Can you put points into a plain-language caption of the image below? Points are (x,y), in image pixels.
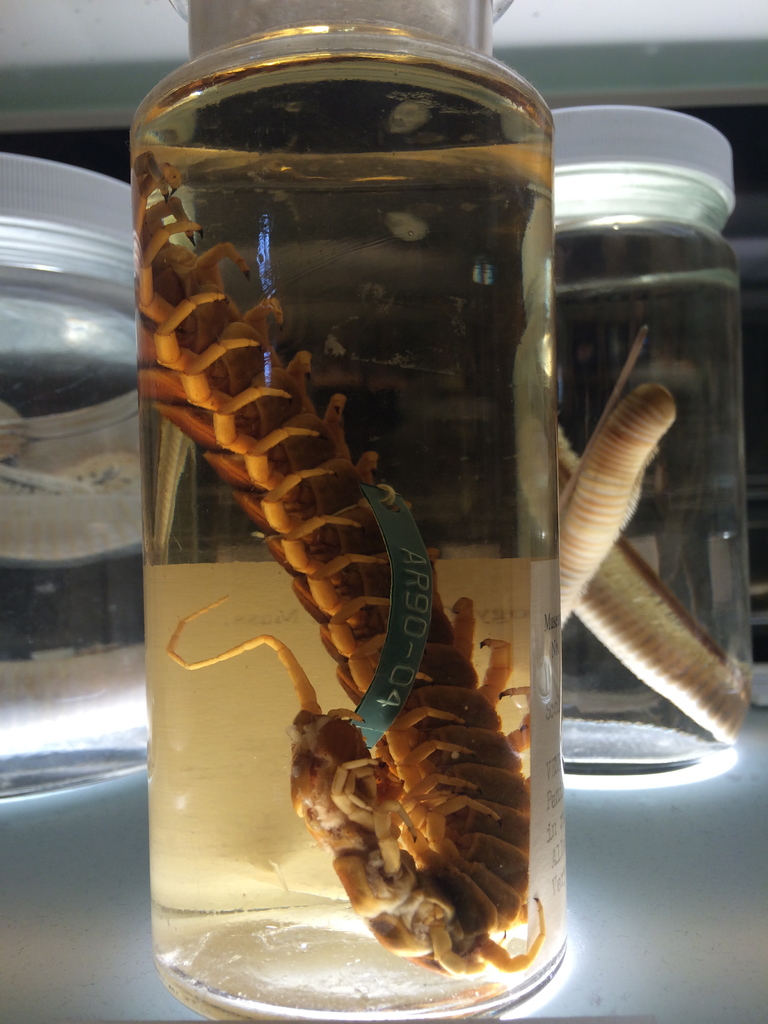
The picture consists of three glass jars (582,644) in which middle glass jar (235,557) there is one centipede (396,735) in the water (249,574) and behind that there is another worm (628,462) placed on the table (592,842).
